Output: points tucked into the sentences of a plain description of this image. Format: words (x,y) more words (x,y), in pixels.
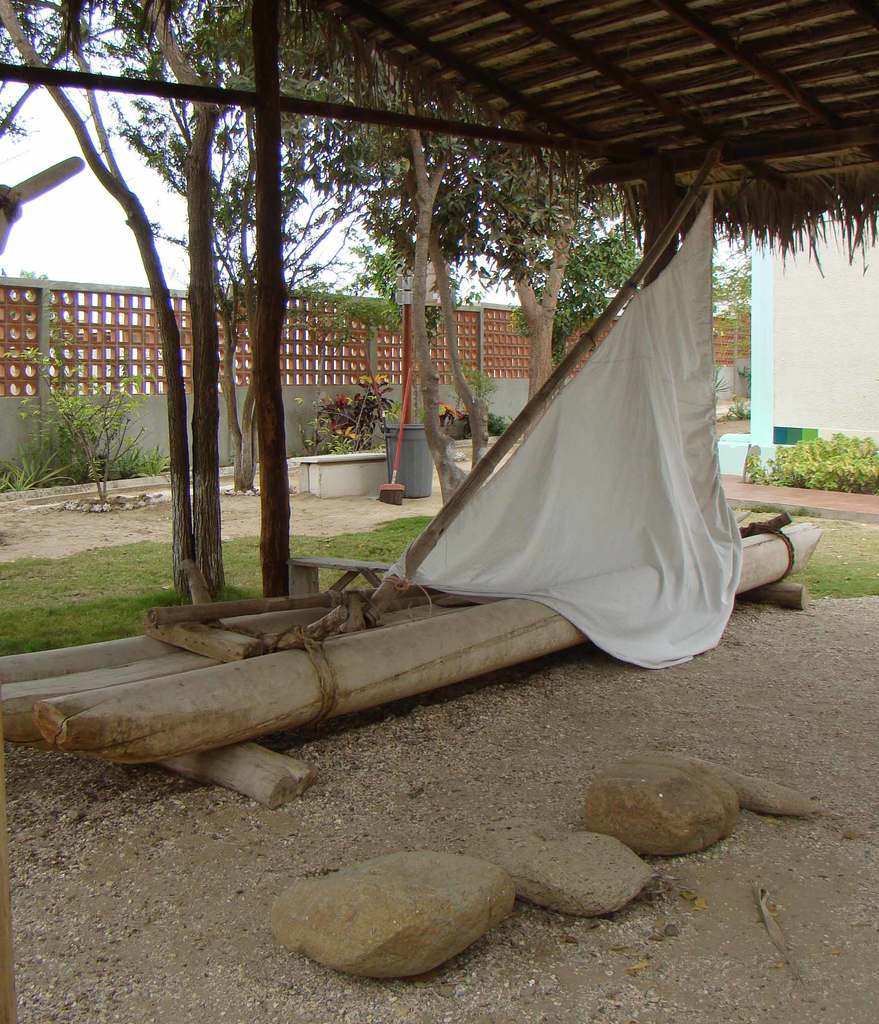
In the image I can see a shed (698,166) to which there is a white cloth (646,425) to the wooden pole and to the side there is a fencing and also I can see some rocks (417,938), plants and trees (150,270).
